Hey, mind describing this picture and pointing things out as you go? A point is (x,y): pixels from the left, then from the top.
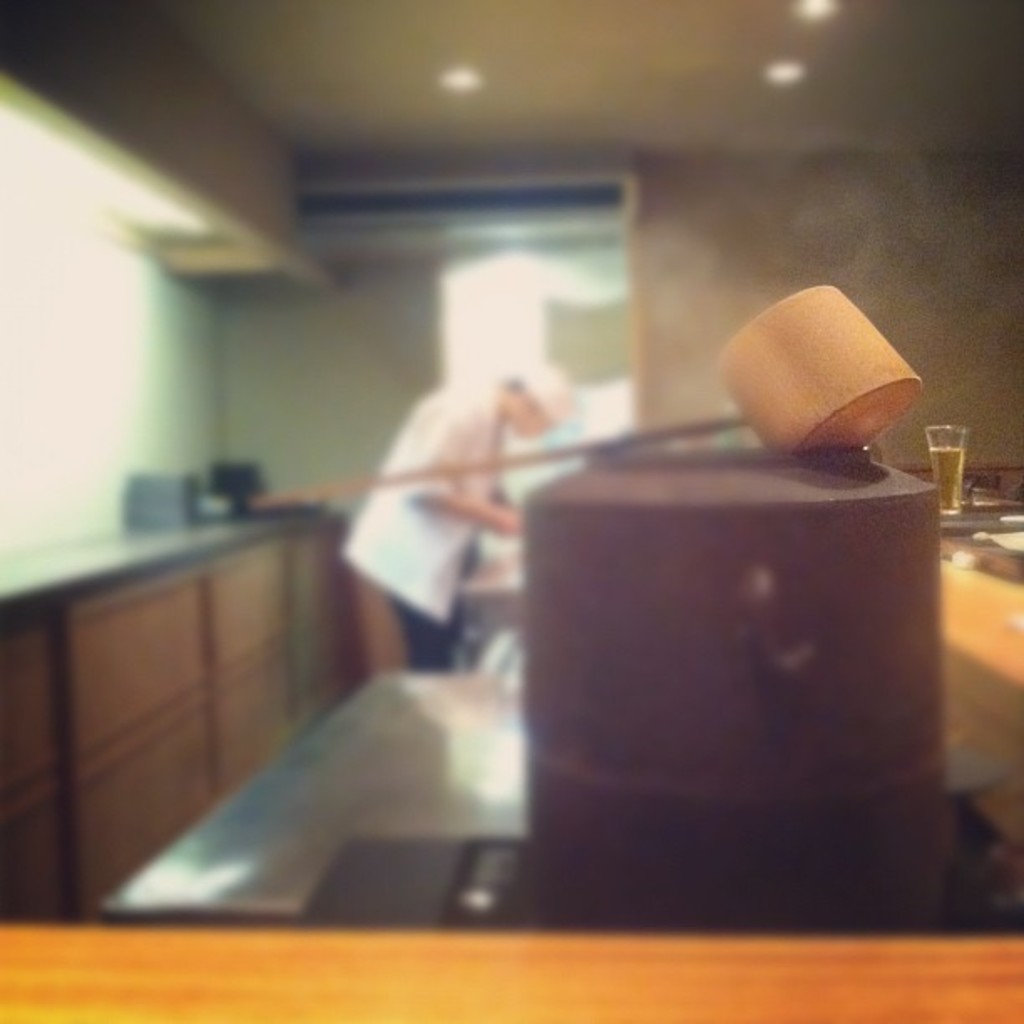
In the image we can see a person (367,537) standing, wearing clothes (471,438) and a cap (550,414). We can even see there is a glass (939,468), wooden spoon (879,413) and a wooden surface (616,976). There are lights (474,81) and the image is blurred.
